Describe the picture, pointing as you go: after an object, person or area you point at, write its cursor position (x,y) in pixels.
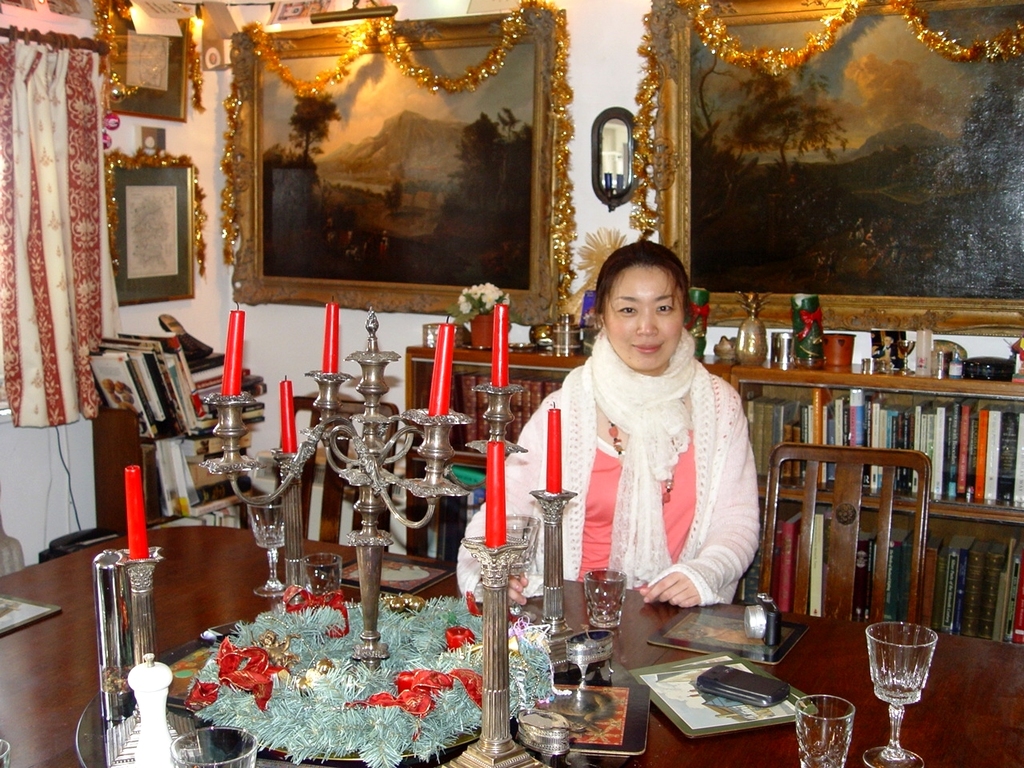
Here we can see a woman (544,423) who is sitting on the chair (769,537). This is table (171,608). On the table (171,608) there are glasses (278,523), mobile (712,674), book (658,699), and candles (504,499). On the background (980,549) there is a rack (964,390) and there are some books (975,564). There is a wall (581,81) and these are the frames (741,215). Here we can see a curtain (68,165).
